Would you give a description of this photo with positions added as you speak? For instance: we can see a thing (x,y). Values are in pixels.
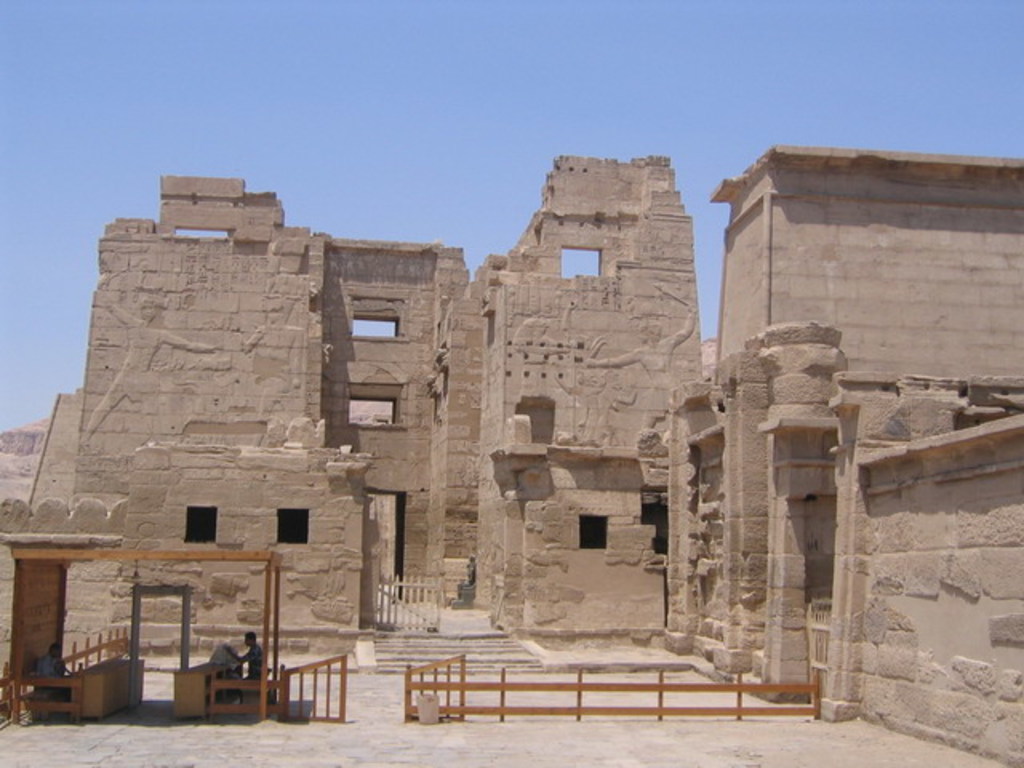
In the picture we can see a historical construction wall (606,575) and in front of it, we can see a wooden railing (566,689) with gate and two people (236,671) are sitting on the chairs (228,690) near the desk (197,712) and in the background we can see a sky (20,197).
